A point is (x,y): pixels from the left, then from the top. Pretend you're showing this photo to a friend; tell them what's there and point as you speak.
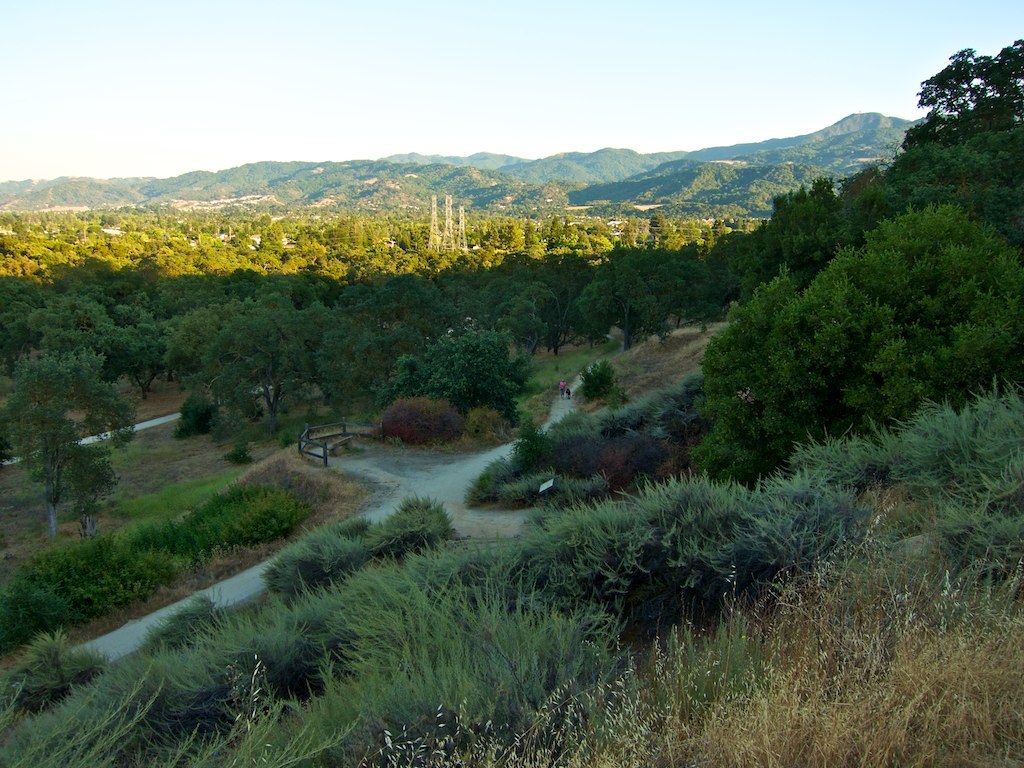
In this image I can see there is a walkway (508,443), there are few people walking on the walkway (395,461). There is a mountain (844,144) at right side (833,283) and in the background (341,193), it is covered with trees (423,204) and the sky (157,104) is clear.
